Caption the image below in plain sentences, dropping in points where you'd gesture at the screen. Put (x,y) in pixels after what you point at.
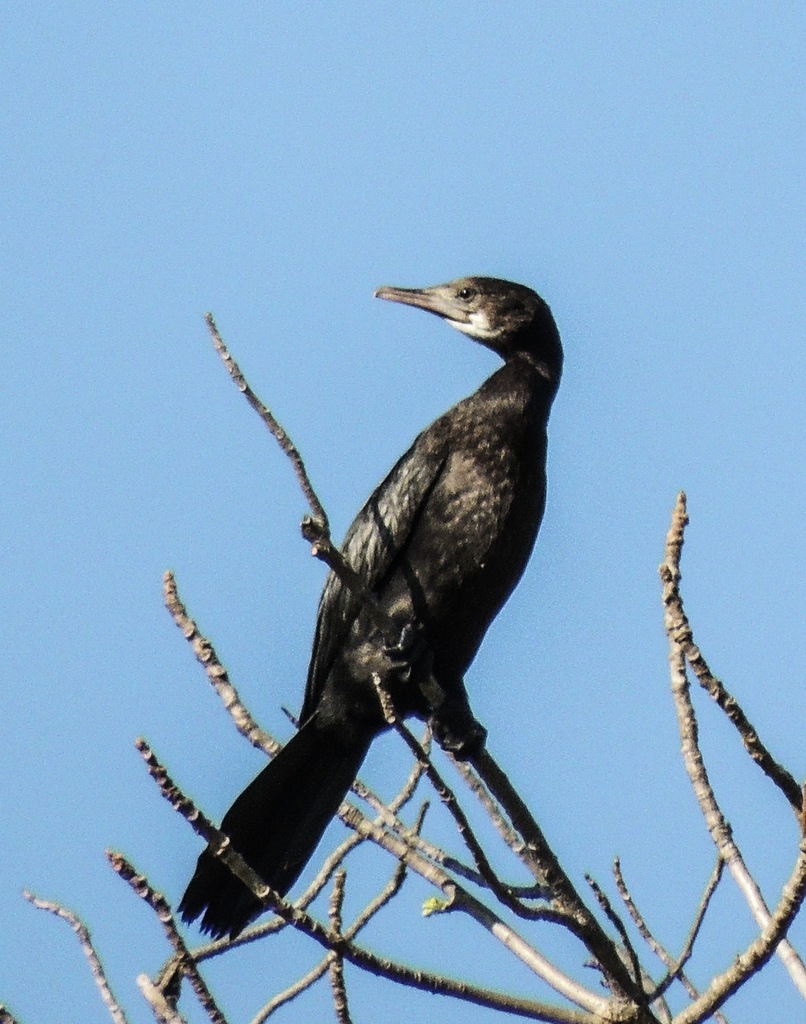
In this image there is one bird (438,453) on a tree (407,827), and in the background (608,392) there is sky (366,154).
